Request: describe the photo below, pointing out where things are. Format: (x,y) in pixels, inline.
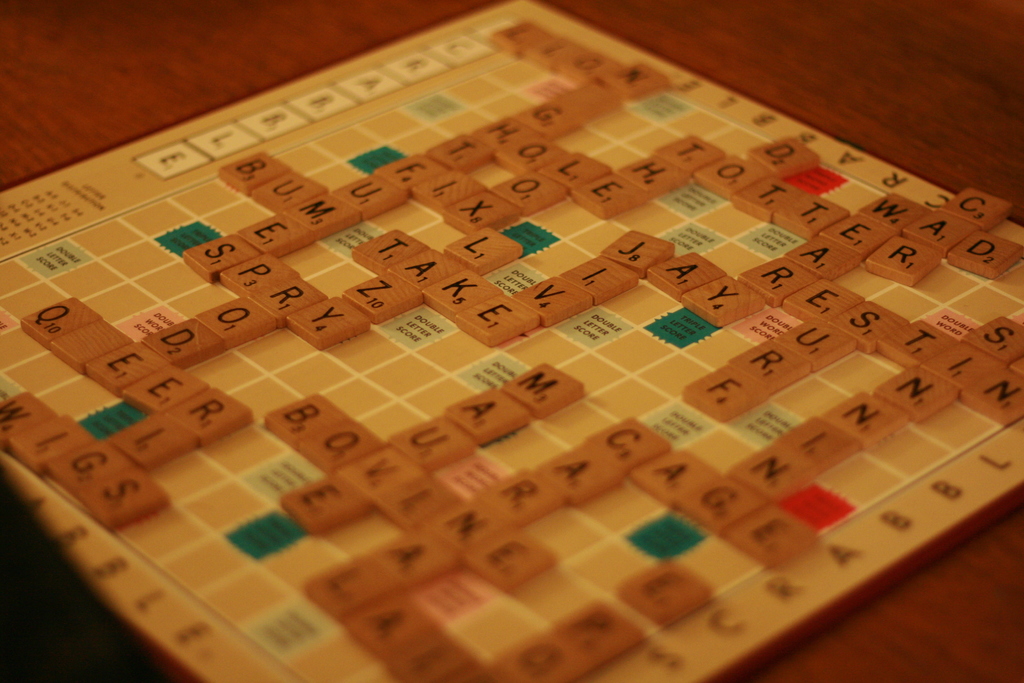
In the image we can see there is a word puzzle board (550,356) kept on the table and there are words (385,244) arranged on the puzzle board (607,347).
